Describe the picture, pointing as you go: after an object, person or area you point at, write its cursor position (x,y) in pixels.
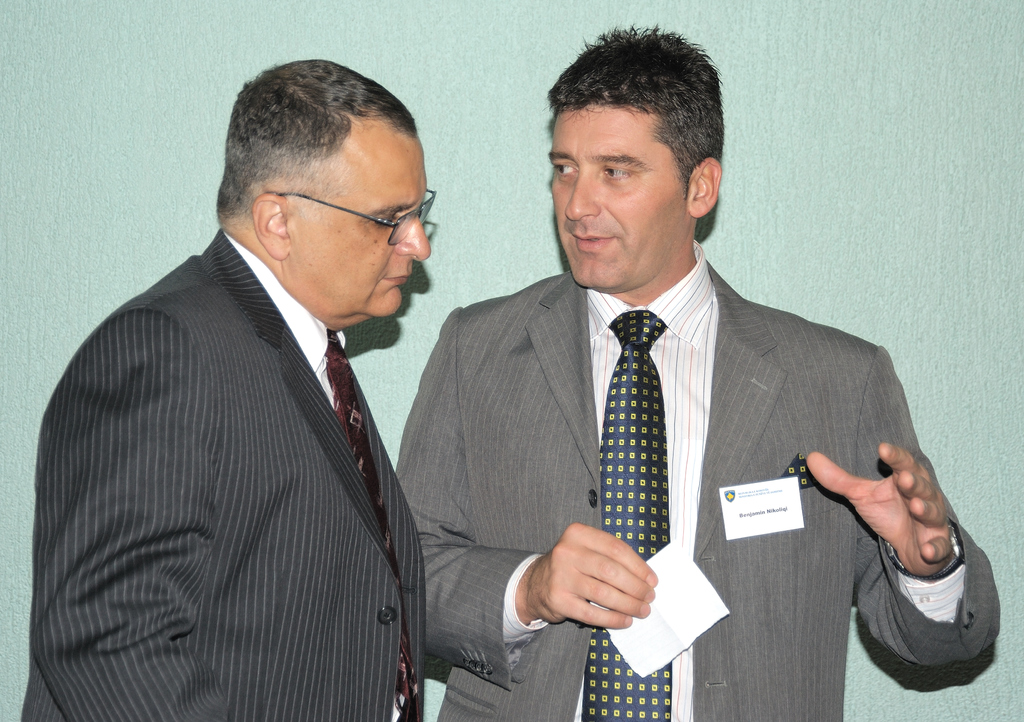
In the center of the image (456,386) we can see two people (456,386) standing. The man (561,588) standing on the right (794,611) is holding a paper (653,635) in his hand (618,612). In the background (532,113) there is a wall (485,60).
